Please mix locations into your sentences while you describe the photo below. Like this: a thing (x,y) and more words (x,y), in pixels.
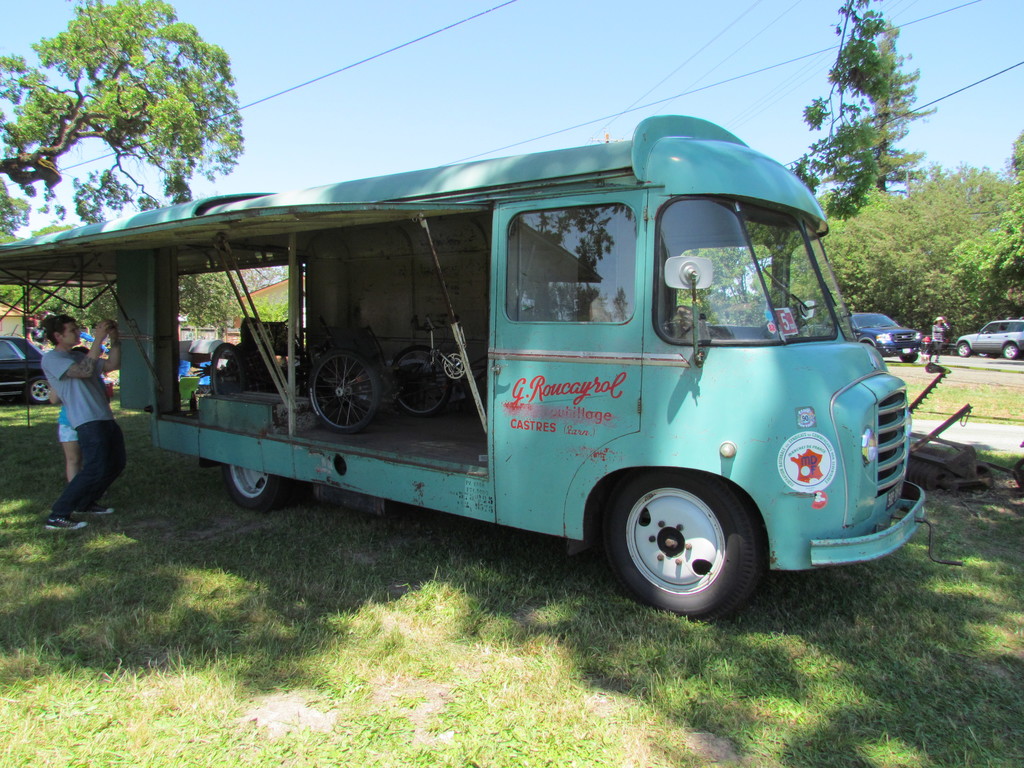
In the image there is a vehicle (409,330) and there are two people (85,396) standing under the roof (176,239) of that vehicle (236,227), there are many cars (984,343) parked around the vehicle (817,330) on the ground (8,552) and in the background (951,254) there are many trees (941,266).
